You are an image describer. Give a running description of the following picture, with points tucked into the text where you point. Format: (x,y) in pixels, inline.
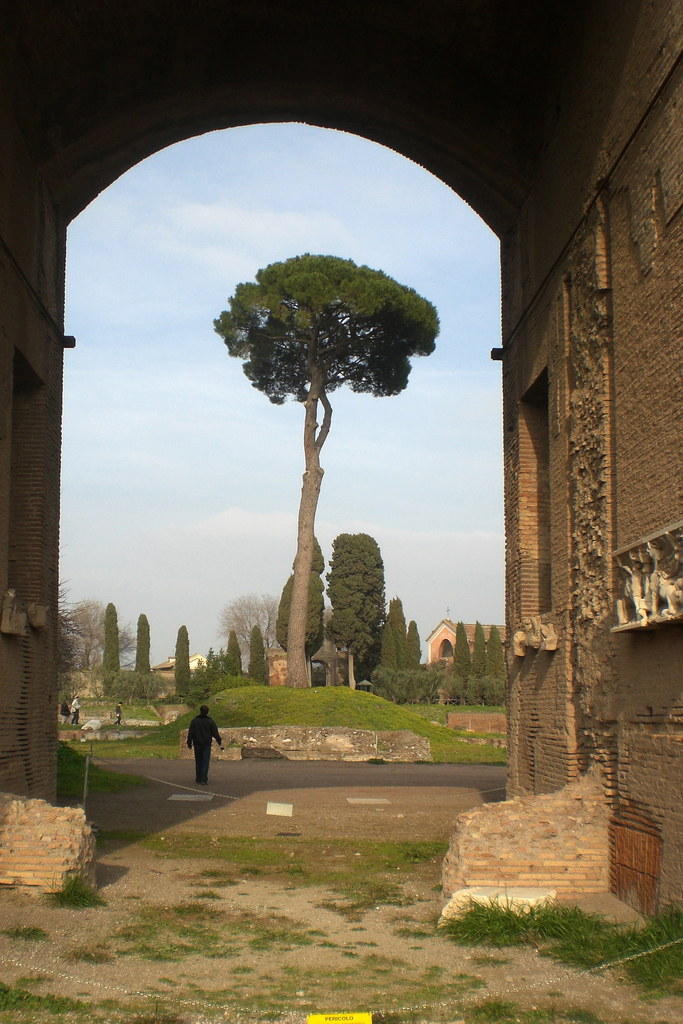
This picture shows a man (203,707) walking and we see few trees (380,579) and buildings (603,331) and a blue cloudy sky (397,522).
